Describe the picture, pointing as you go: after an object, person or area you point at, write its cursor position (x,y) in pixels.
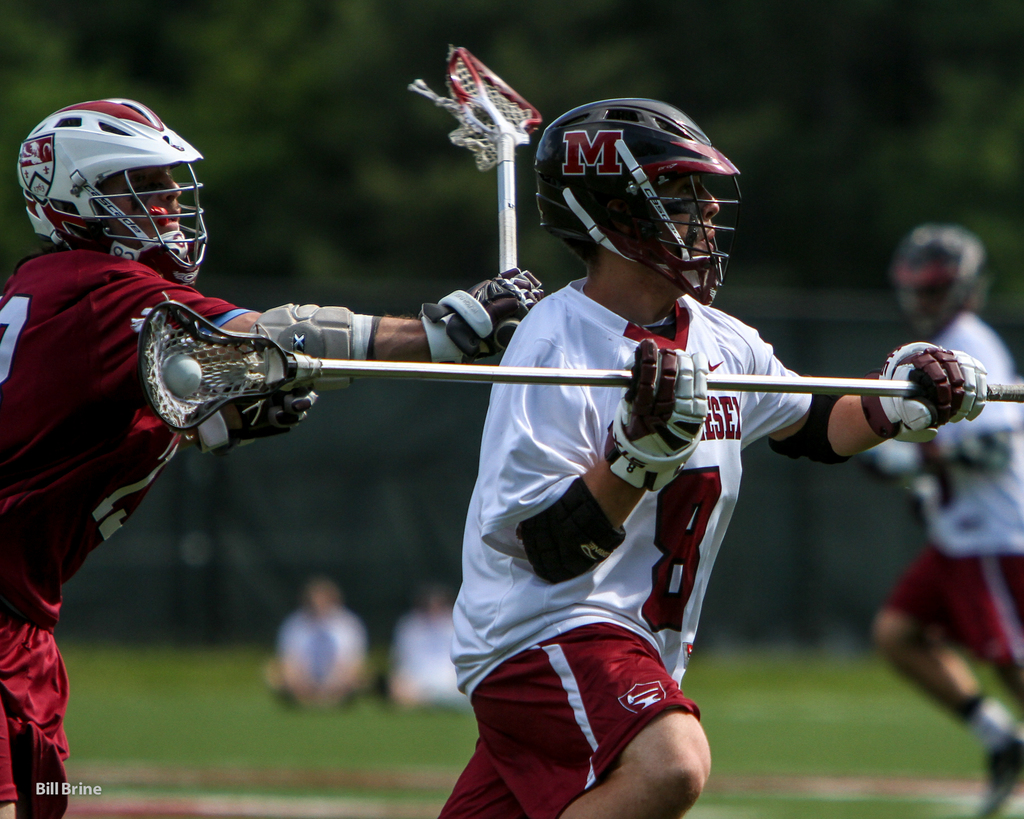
In the picture, the players (110,323) are playing a game they are running in the ground (885,710) and the background (288,604) is blurry.
